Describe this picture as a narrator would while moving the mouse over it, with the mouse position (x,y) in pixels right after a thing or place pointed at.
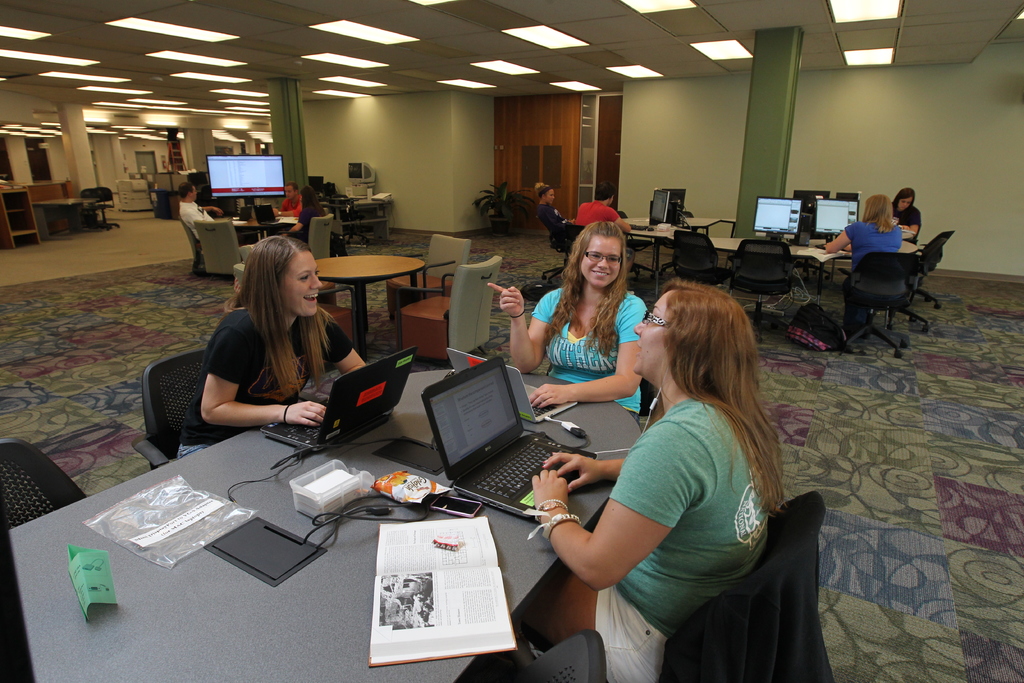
In this image we can see this people (301,416) are sitting around the table (612,434). There are laptops (515,471), books (439,611) and mobile phone (447,510) on the table (421,511).
